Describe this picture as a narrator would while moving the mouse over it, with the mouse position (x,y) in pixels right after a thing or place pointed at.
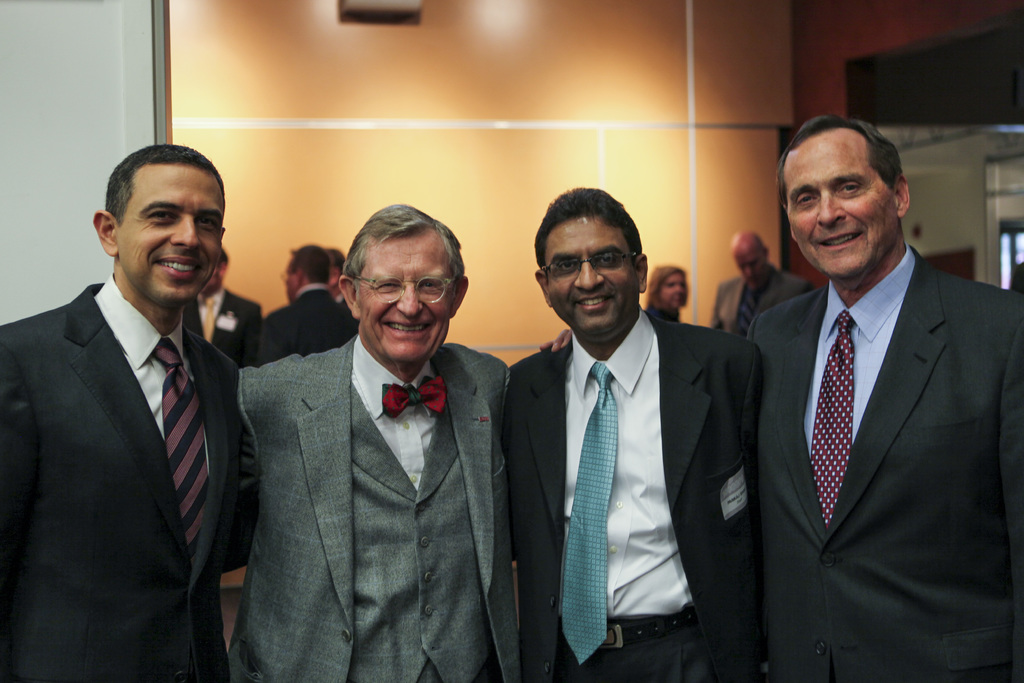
In this image there are people (334,342) standing. In the foreground (109,548) there are four men (266,449) standing. They are wearing suits (806,512). They are smiling. Behind them there are a few people (765,282) standing. In the background (733,117) there is a wall (386,91).
